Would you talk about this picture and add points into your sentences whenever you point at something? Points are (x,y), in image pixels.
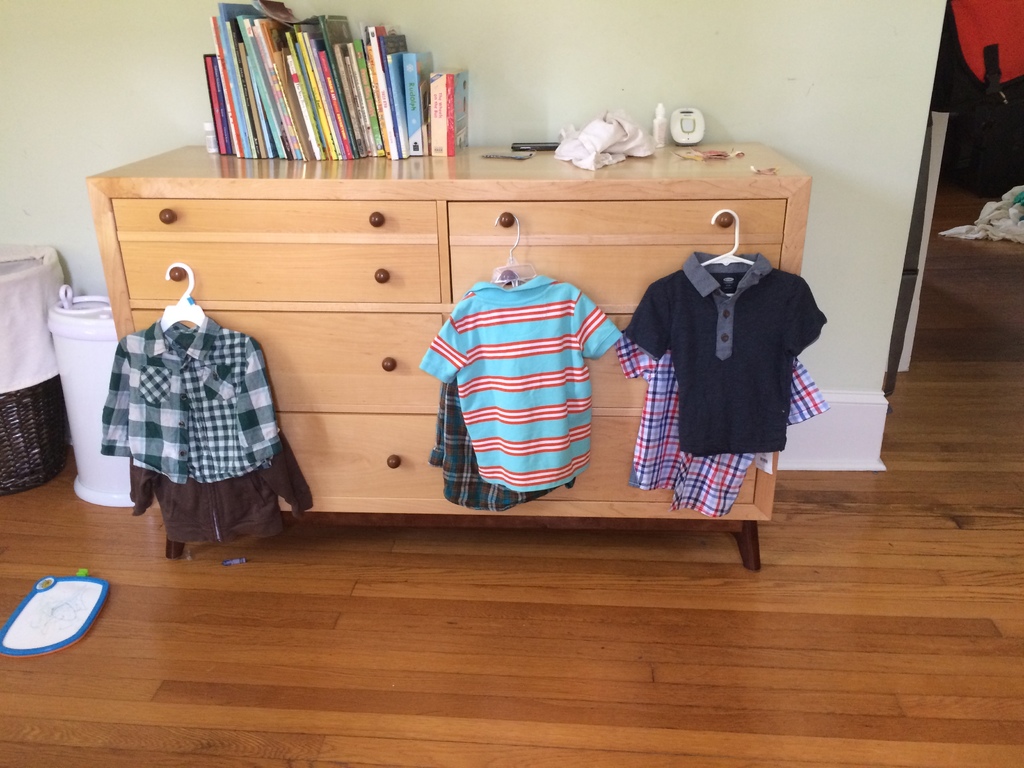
In this picture we can see table racks (492,222) to it and clothes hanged to it and on table (243,200) we have books (406,126), cloth (585,126), bottle (661,106) beside to this basket (30,330) and in background (804,96) we can see wall (909,128).
